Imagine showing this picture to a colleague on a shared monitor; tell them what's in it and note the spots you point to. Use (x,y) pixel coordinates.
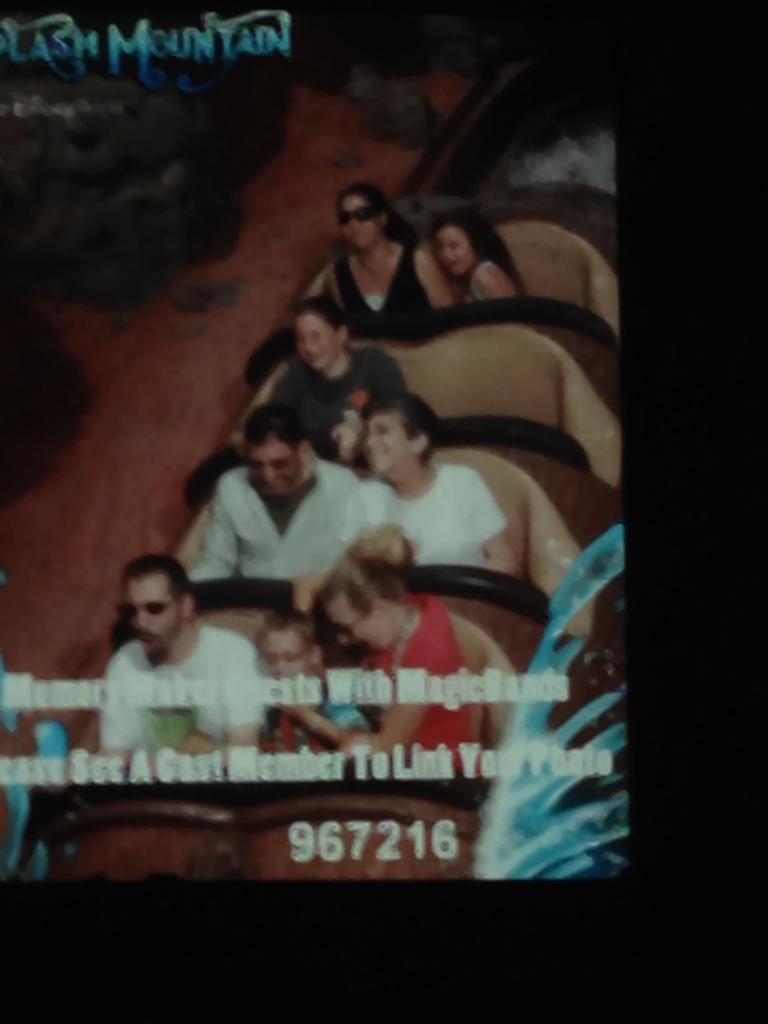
There is a screen (279,247) in which, there are persons (412,251) smiling and sitting on chairs (463,590). There are texts (8,39) and numbers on this screen (343,822). And the background of this image (52,955) is dark in color.
